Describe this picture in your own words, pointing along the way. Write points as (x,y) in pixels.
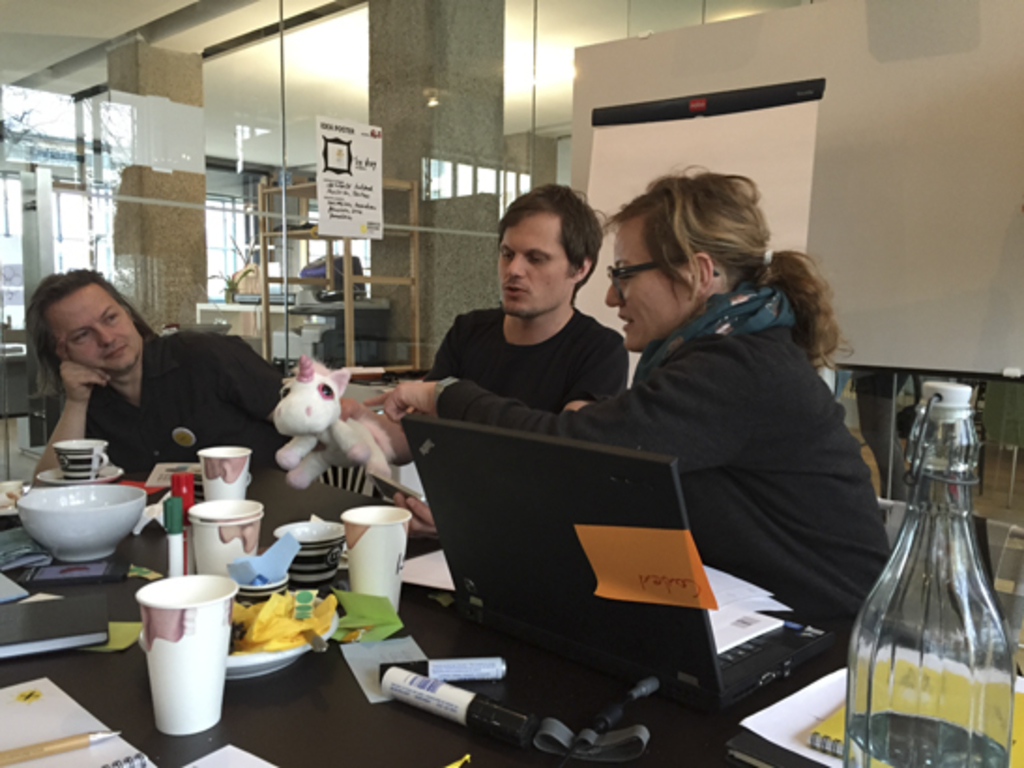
In this image there is a table (512,658) on that table (544,683) there is a laptop (584,561), cups (342,515), bowl (130,528), pens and books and a bottle (892,719), beside the table (750,704) there are people (478,393) sitting on chairs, holding a toy (318,418), in the background (306,163) there are glass walls (280,47), pillars (498,7) and white board (864,100), at the top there is a ceiling (122,7).
